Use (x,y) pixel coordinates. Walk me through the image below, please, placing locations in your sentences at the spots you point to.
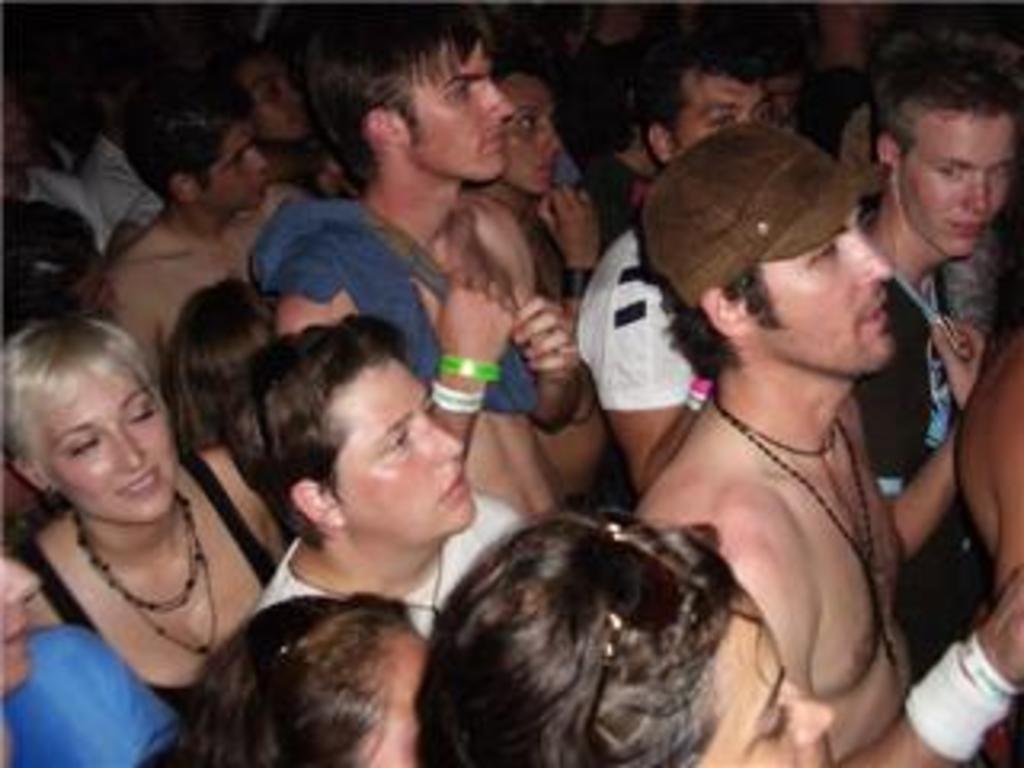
In the given image i can see a people (473,382).
